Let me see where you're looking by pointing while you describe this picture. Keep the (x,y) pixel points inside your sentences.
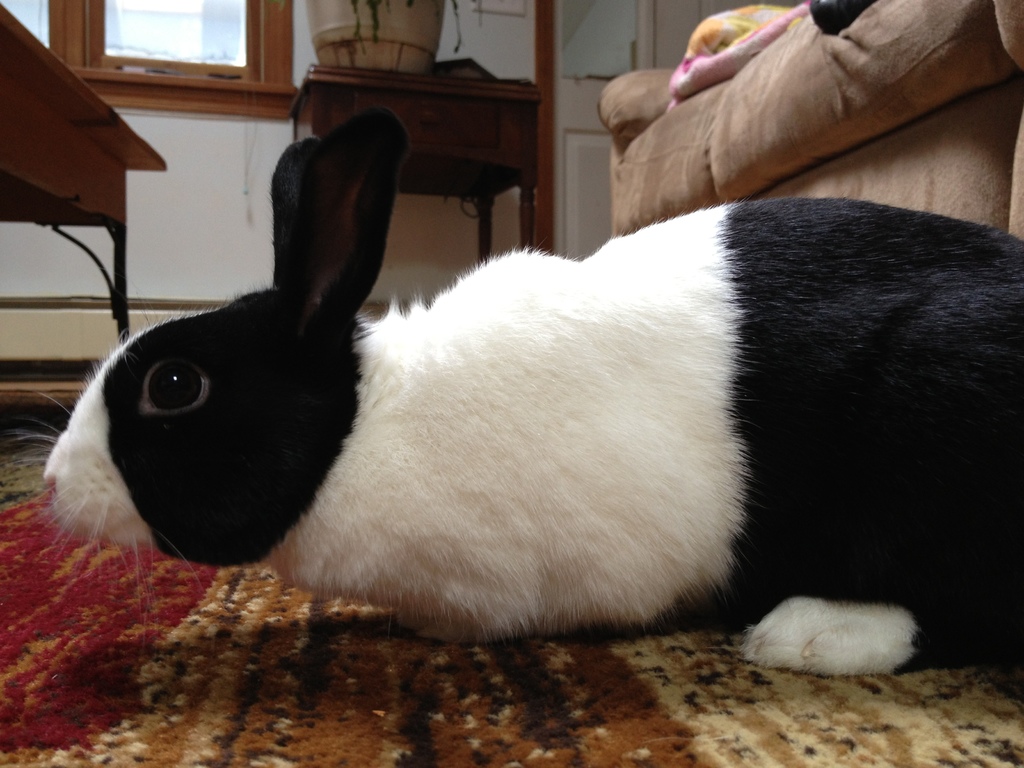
In this image there is a rabbit (447,638) on the floor (367,702). We can see couch (864,76) and a table (68,181).
